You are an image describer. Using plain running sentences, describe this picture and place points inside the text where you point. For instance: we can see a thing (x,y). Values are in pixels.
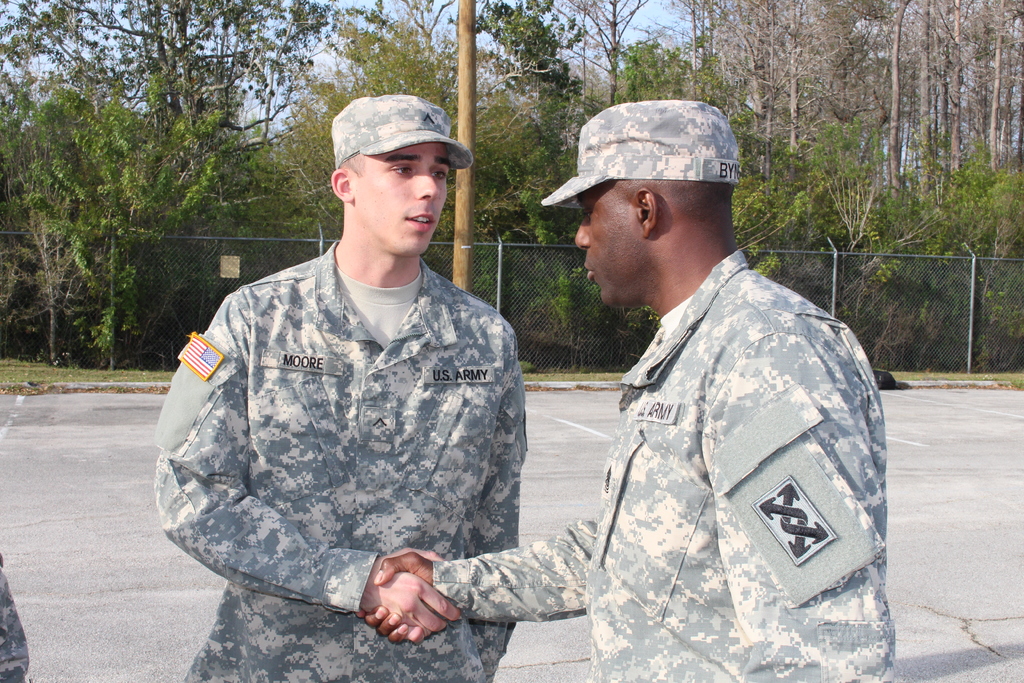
In this picture we can see two men (698,565) and in the background (536,511) we can see the ground (524,507), fence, trees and the sky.
